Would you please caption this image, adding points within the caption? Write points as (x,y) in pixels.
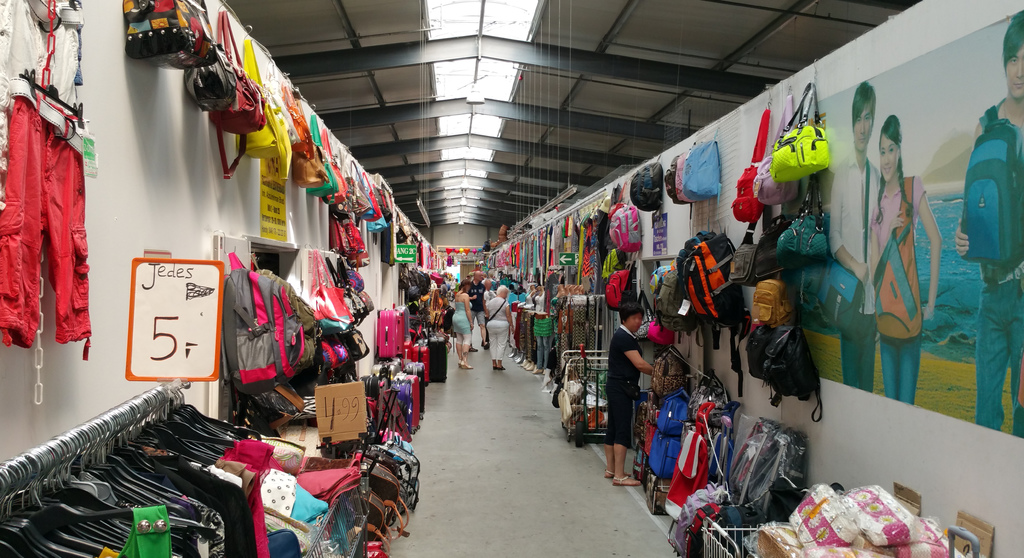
On the right side (879,408) there is a wall (849,391). On the wall (862,400) there is a poster (927,273). Also there are many bags (690,272) hanged on the wall (651,253). Near to the wall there are baskets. On the baskets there are many bags (703,420). On the left side (109,307) there is a wall (109,212). On the wall (94,276) there are dresses (47,182), bags (205,86). On the hangers (117,488) there are dresses (212,515). On the ceiling (461,175) there are lights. In the back (444,310) there are people (460,310) and many other items (409,294).
